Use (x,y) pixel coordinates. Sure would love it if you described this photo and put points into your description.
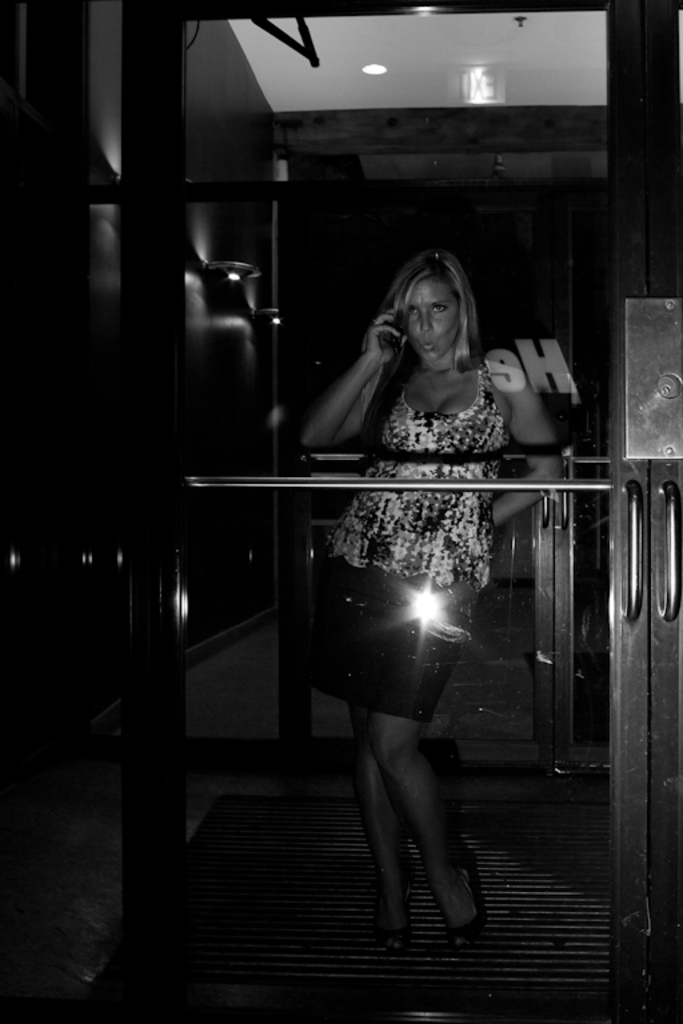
In this image I can see the person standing and I can also see the glass door (462,802) and the image is in black and white.
